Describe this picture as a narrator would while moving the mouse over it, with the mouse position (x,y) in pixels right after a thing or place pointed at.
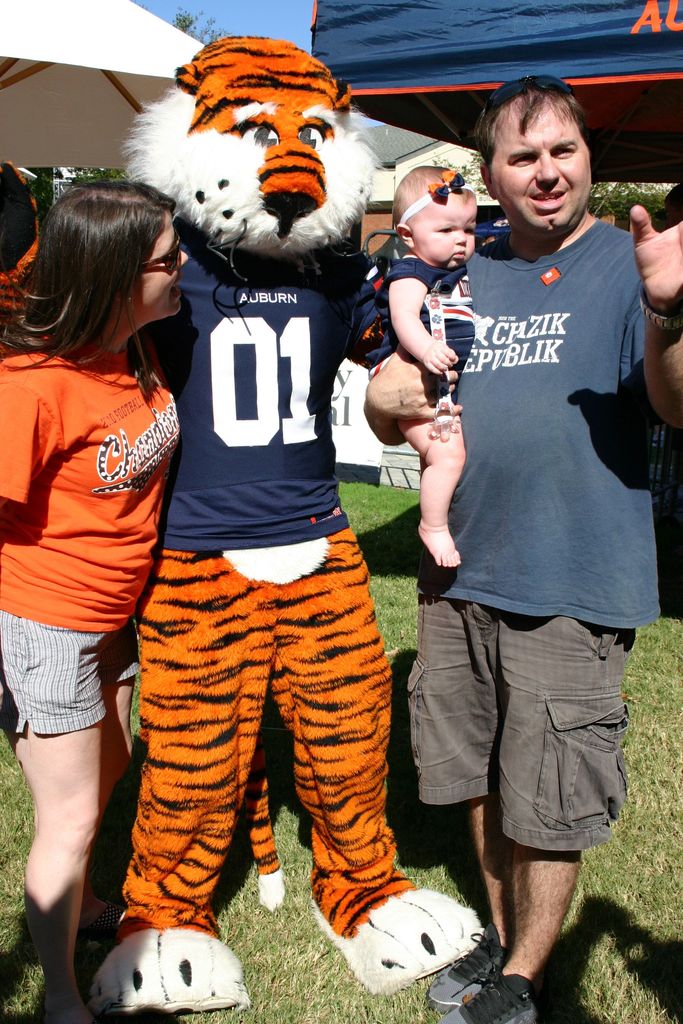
In this picture we can see a group of people (479,690) and in the background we can see tents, trees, sky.
